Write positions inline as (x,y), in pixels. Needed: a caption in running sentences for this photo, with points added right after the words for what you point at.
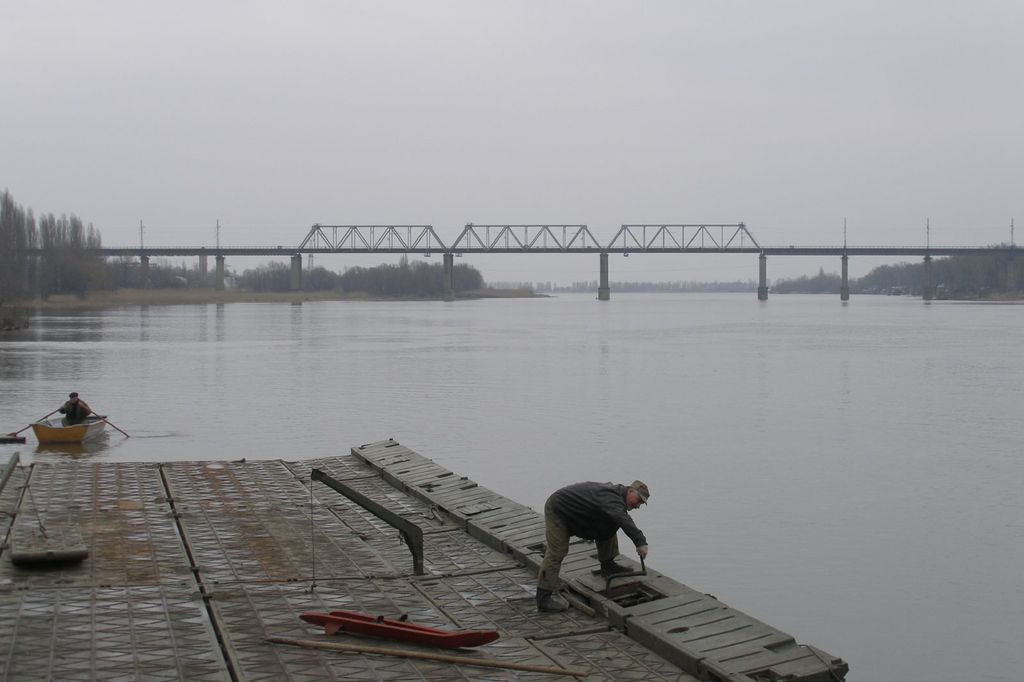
At the bottom of the image (271,524) there is a floor (306,538) and on the floor (265,540) there is a man (572,529). There is water (6,430) with boat (56,424) and on the boat (74,426) there is a man (72,410). Also there is a bridge (543,248) across the water (10,341) with pillars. In the background (20,234) there are trees (34,235). At the top of the image (558,195) there is a sky (558,195).
